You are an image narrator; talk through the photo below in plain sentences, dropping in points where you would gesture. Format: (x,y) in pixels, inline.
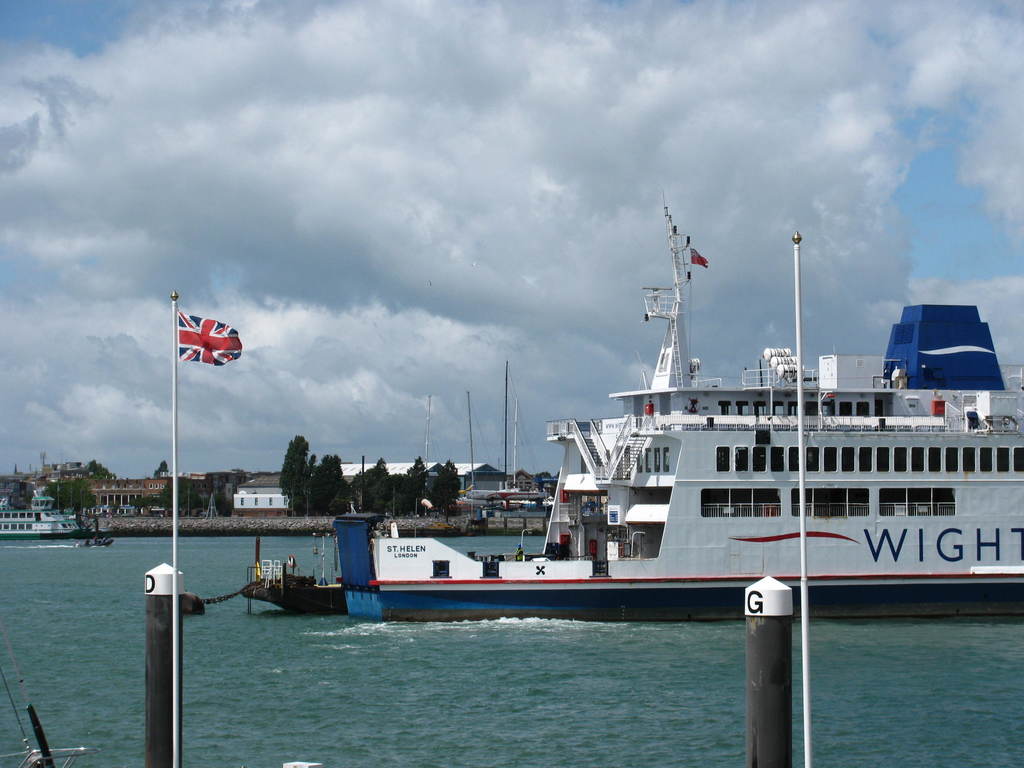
In this image there is a ship (431,554) in the water (488,552). In the background (256,488) there are buildings (482,475) and trees (398,484) in between them. At the top (482,186) there is the sky (509,247). At the bottom (757,697) there are poles (760,642). There is a flag (213,355) which is attached to the pole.
